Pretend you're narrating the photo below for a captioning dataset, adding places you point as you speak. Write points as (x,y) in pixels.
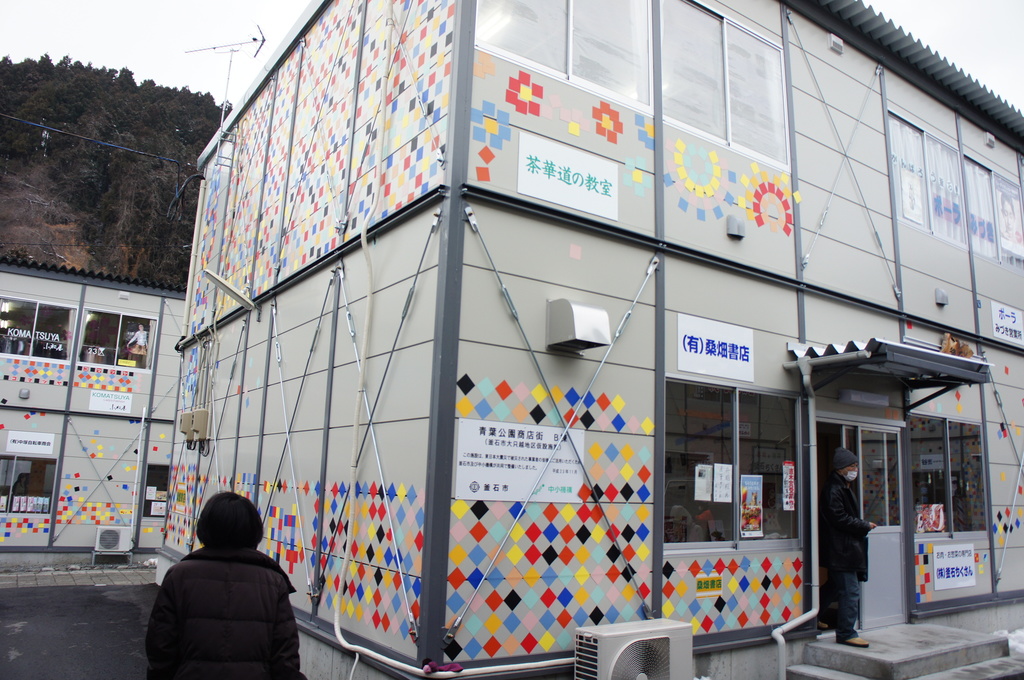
In this image, on the right (845,562), there is a person (848,524) standing and there is an ac (581,655) and on the left (184,592), there is an another person (193,645). In the background (210,266), there are buildings (210,266), trees (133,181).
